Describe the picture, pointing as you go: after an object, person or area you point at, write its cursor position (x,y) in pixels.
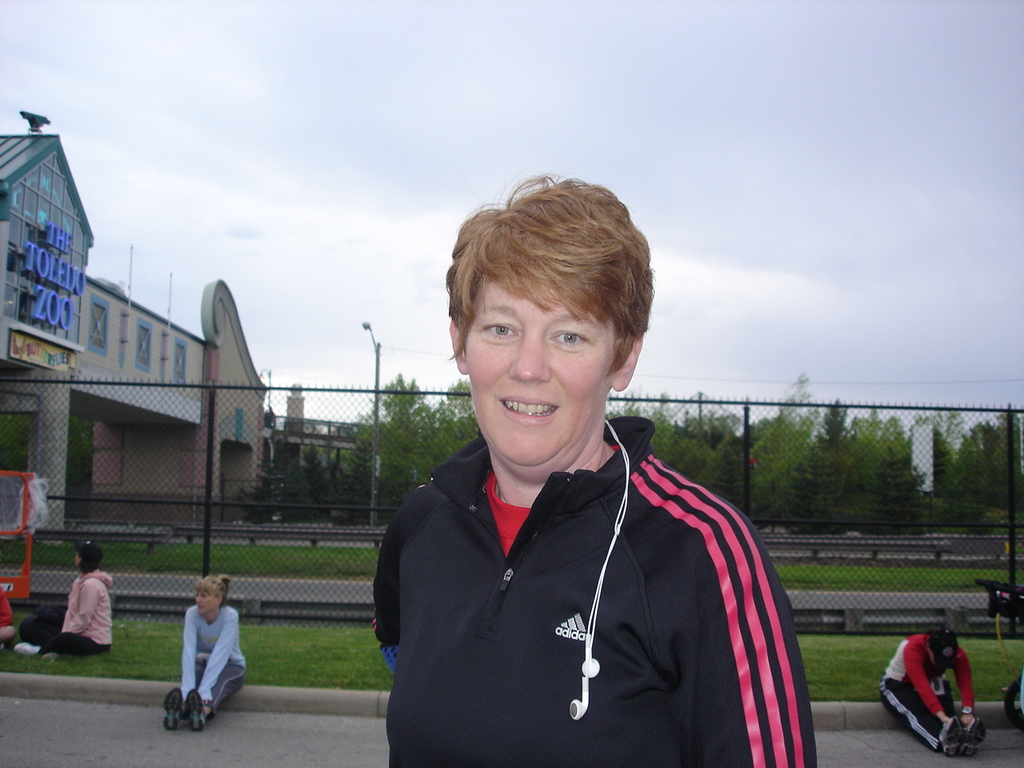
In the image we can see there is a person (556,528) standing and she is wearing jacket (489,698). Its written ¨adidas¨ on the jacket (623,549) and there are earphones (582,698) on the jacket (572,682). There are other people (969,672) sitting on the ground (350,670) and there's grass (322,667) on the ground (322,667). There is an iron fencing (183,484) and behind there is a building (229,348). There are lot of trees (616,403).
